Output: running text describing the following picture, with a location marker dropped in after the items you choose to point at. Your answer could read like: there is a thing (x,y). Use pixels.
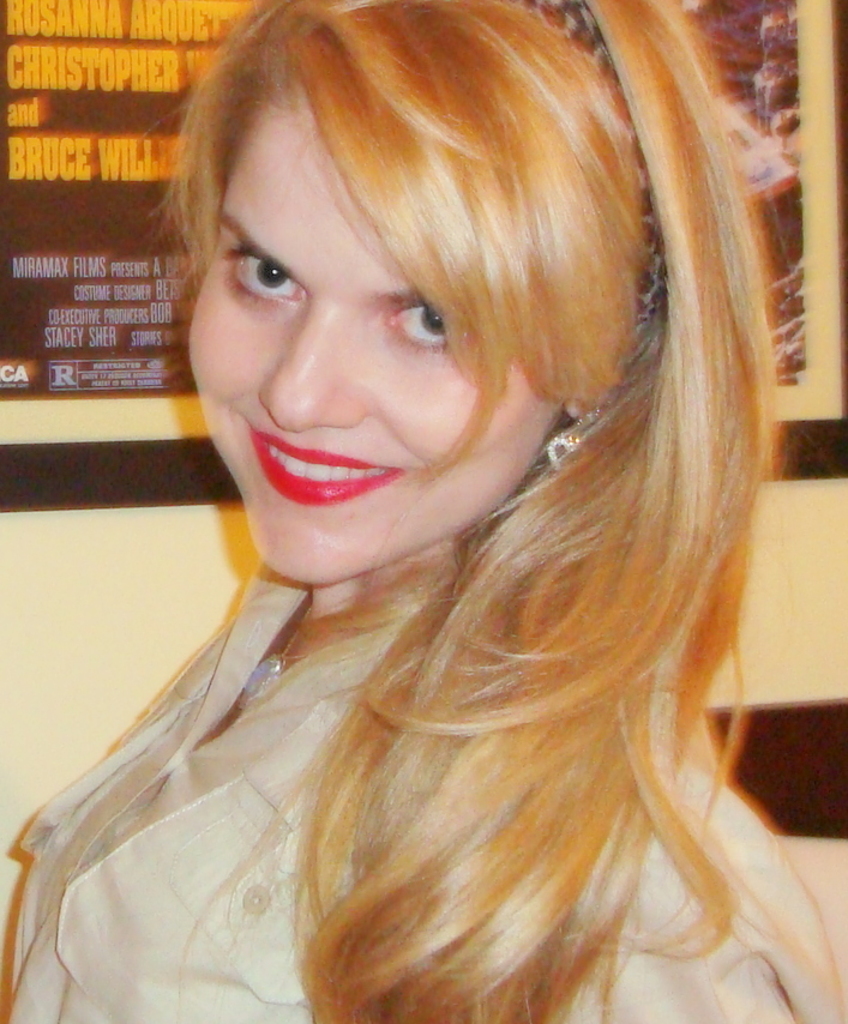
In this picture, there is a woman (356,552) wearing a cream shirt (224,702). In the background (129,254), there is a wall (823,530) with frames (818,139).
